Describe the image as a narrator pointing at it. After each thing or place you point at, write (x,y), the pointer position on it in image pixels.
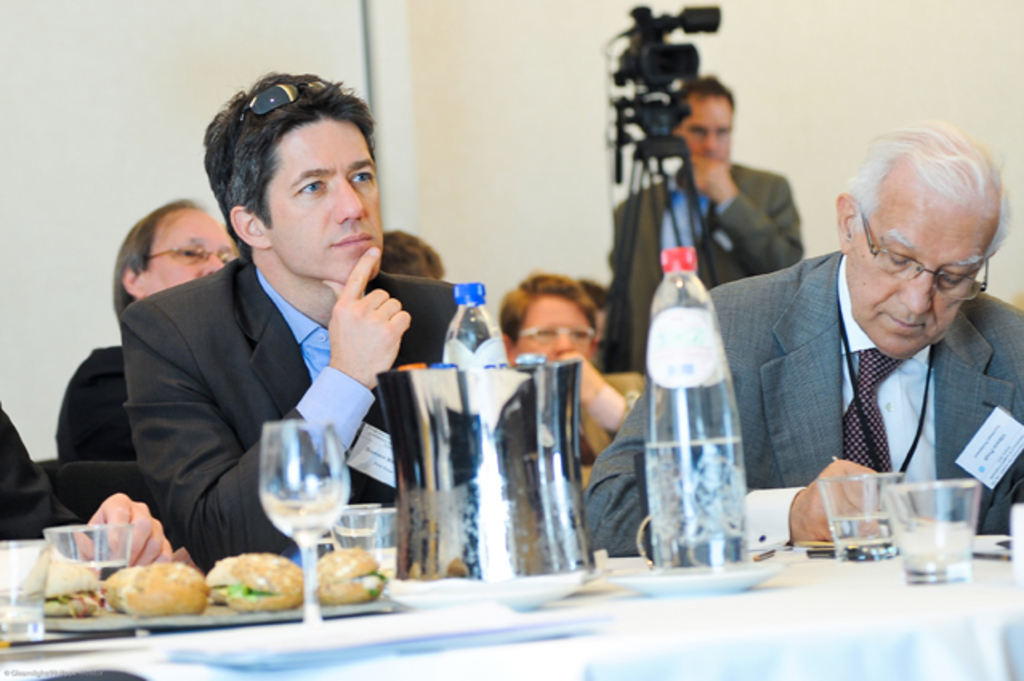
On the background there is a wall (723,69). We can see a man (687,91) standing near to the camera. We can see persons (292,304) sitting on chairs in front of a table (405,560) and on the table (336,594) we can see plate of snacks (236,582), water glasses (338,501), jar (461,438) and a bottle (699,388).
